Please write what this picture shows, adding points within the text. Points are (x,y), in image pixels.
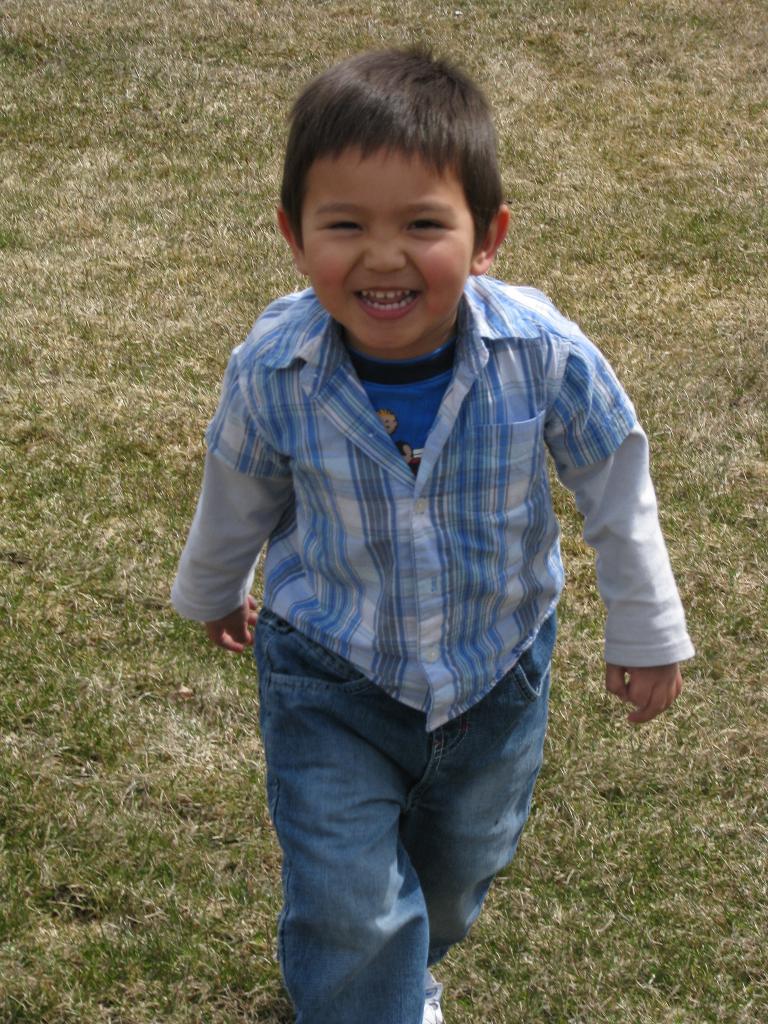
In this image there is a boy (528,386) standing and smiling. In the background (165,310) there is grass (131,265) on the ground (121,235).
